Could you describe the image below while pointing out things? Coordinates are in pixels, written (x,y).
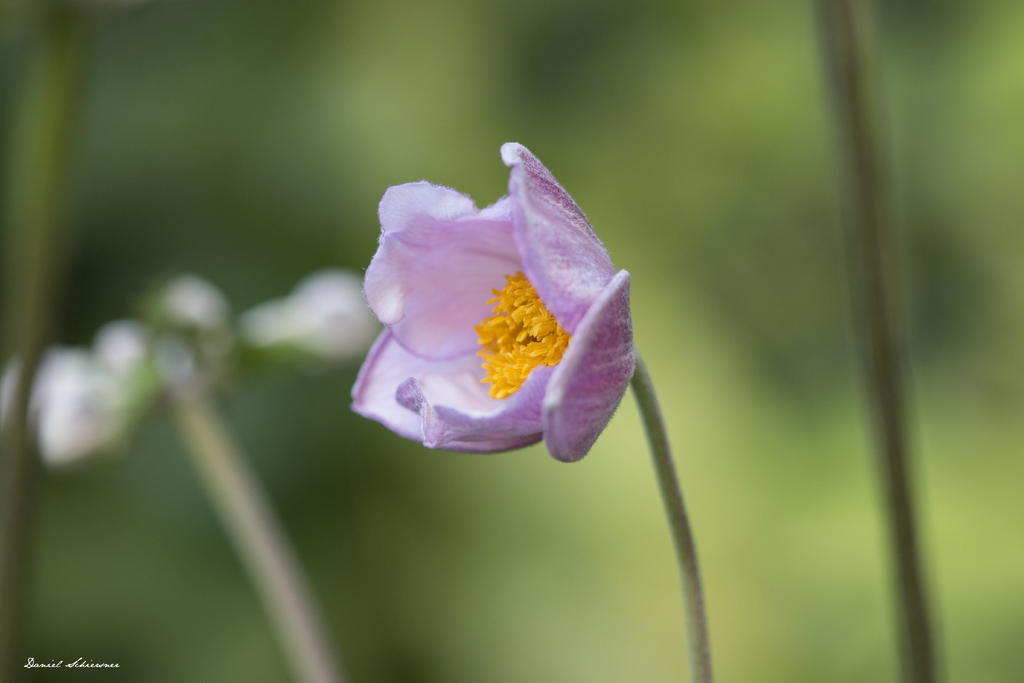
In this image I can see a purple and yellow colour flower (505,290) in the front (504,269). In the background (671,330) I can see green colour background (679,343) and few other things (321,303). I can also see this image is blurry and on the bottom left side of the image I can see a watermark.
